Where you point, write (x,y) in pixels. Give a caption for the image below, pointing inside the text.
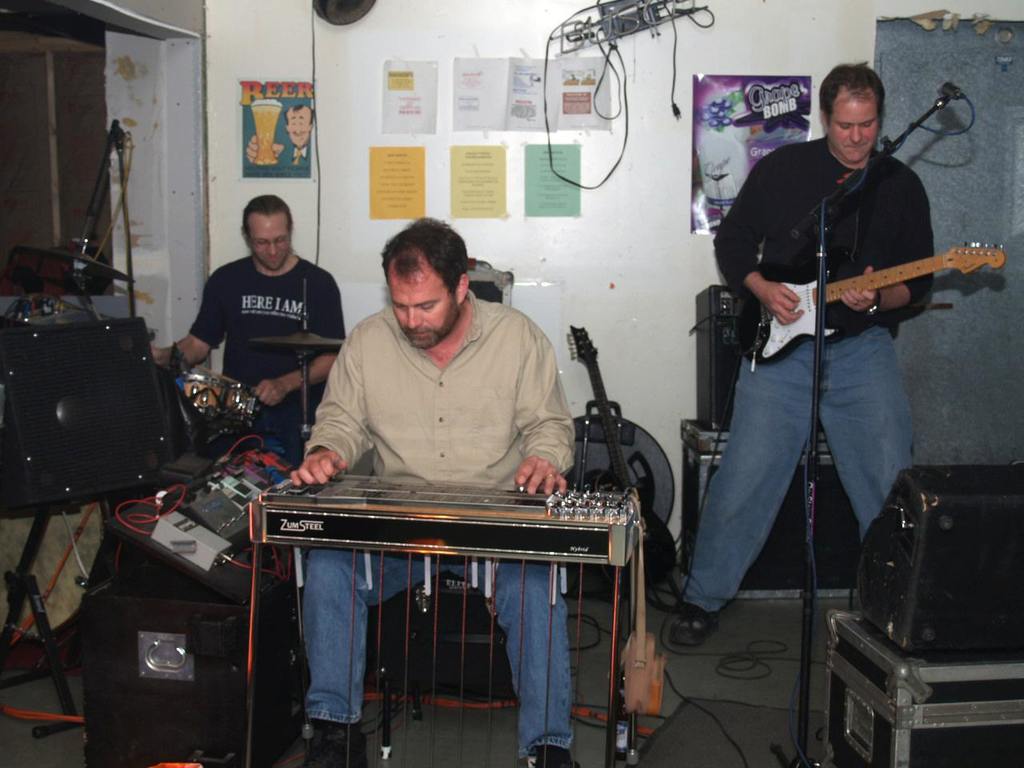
a person (468,399) is sitting in the center (486,408) and playing a steel guitar (569,519). at the right (719,246) a person (766,227) is standing and playing guitar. he is wearing black shirt (870,223) and a jeans (752,521). in front of him there is a microphone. at the left (275,371) back a person (273,363) is sitting, wearing a black t shirt (269,377) and playing drums (237,403). behind them there is a white wall (483,246) on which there are colorful paper notes (399,152). in the front (874,644) there are black box (923,677) and a black bag (894,602).
